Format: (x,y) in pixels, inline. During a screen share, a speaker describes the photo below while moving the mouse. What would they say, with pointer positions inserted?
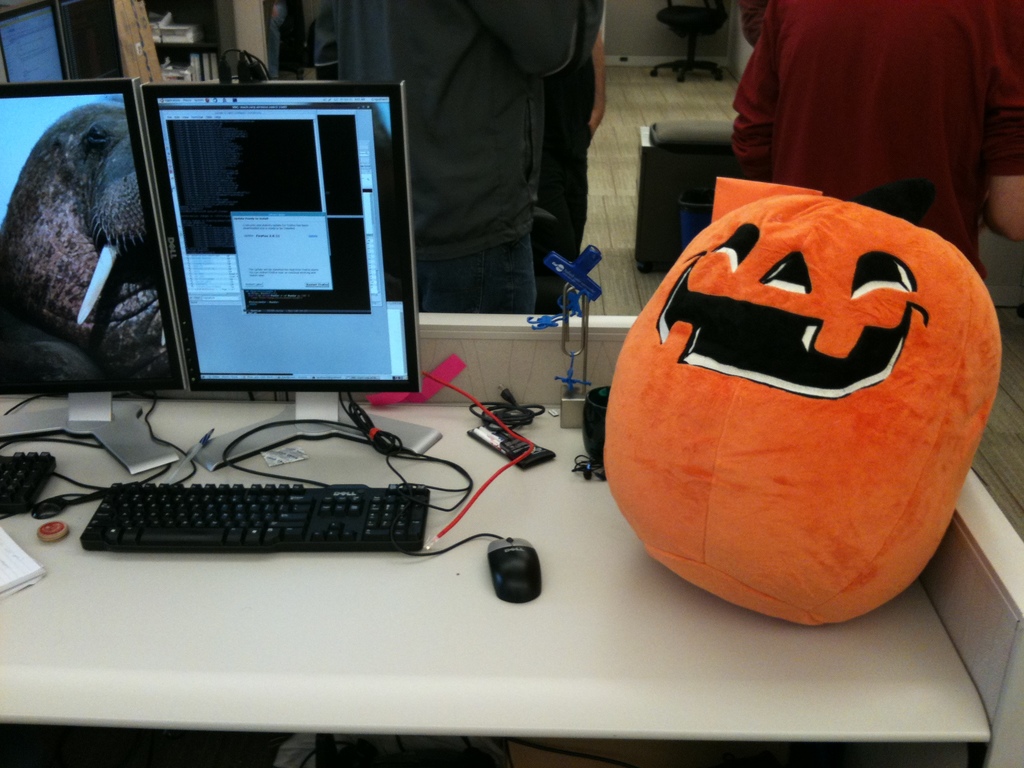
We can see monitors (31,276), keyboards (131,514), cables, doll (826,430), mouse (533,552) and some objects (585,300) on the table (410,686) and we can see people (565,10). Background (645,77) we can see wall (628,14), floor (678,89) and chair (688,29).
